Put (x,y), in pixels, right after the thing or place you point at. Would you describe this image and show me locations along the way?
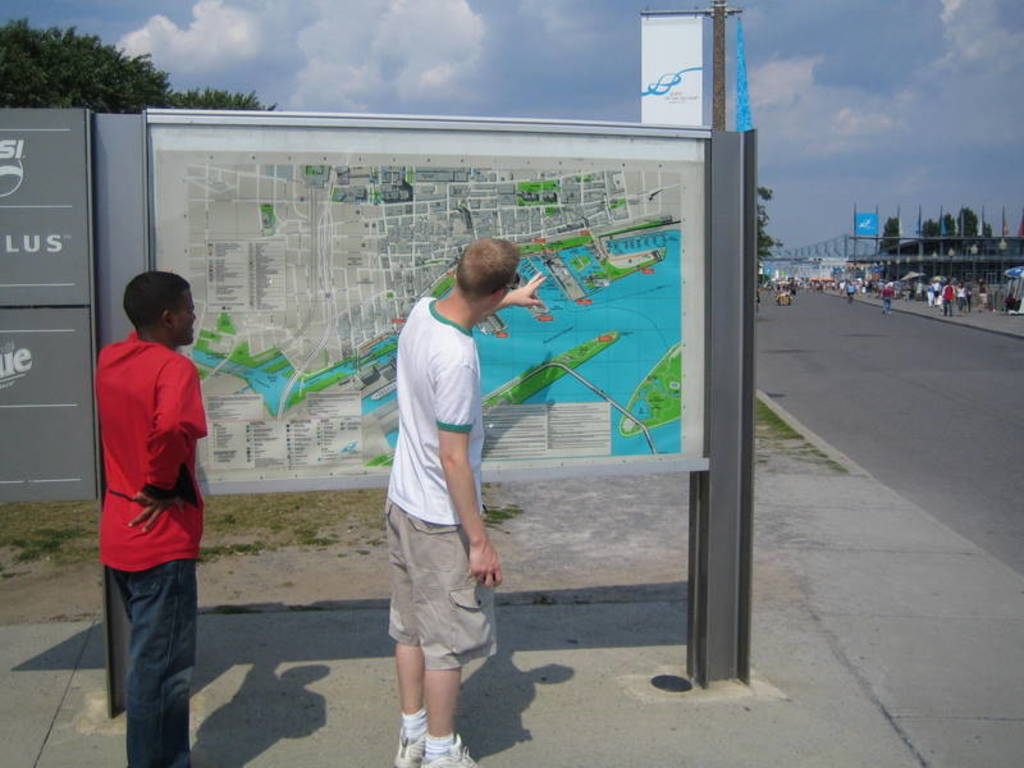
In the center of the image (477,428) we can see two persons (145,424) are standing and a board (630,317) are there. On the right side of the image (865,299) some persons (946,297), buildings (909,258), trees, road (822,306), vehicles (787,291) are there. At the top of the image (796,81) clouds (511,53) are present in the sky (485,64). At the bottom of the image (903,669) ground (818,697) is there.
